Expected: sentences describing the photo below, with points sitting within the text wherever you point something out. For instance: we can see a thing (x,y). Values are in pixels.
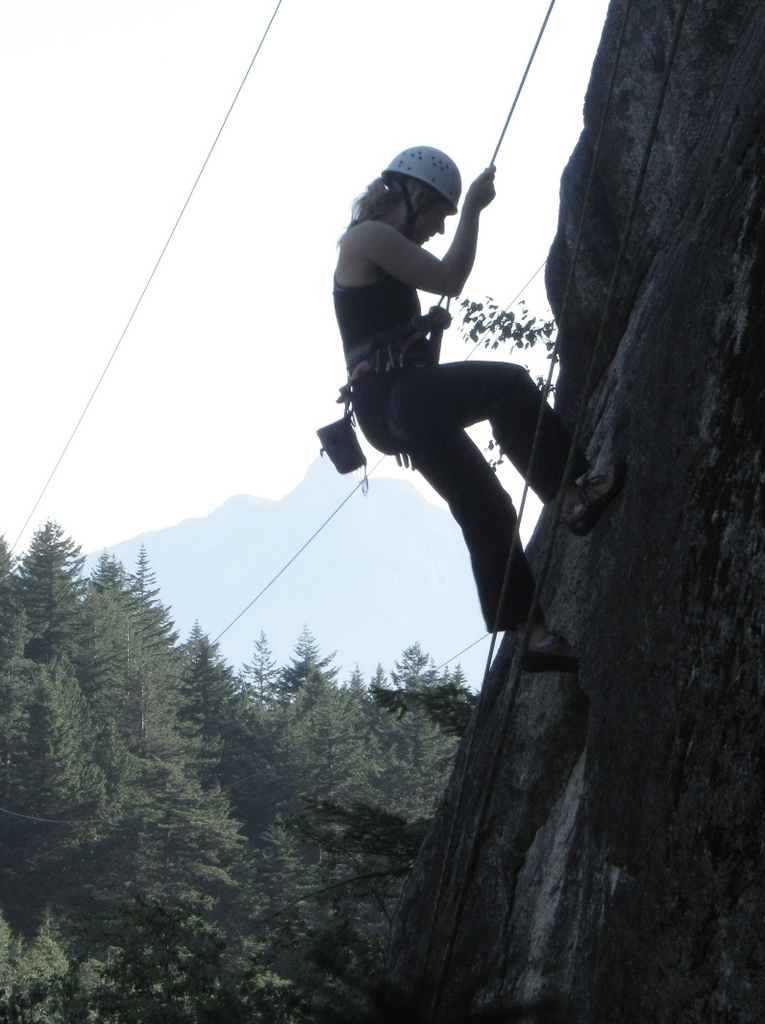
In this picture, we can see a person (373,345) is holding a rope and climbing the mountain (623,355) and behind the person (388,345) there are trees (182,667), hill (253,572) and a sky (253,334).
